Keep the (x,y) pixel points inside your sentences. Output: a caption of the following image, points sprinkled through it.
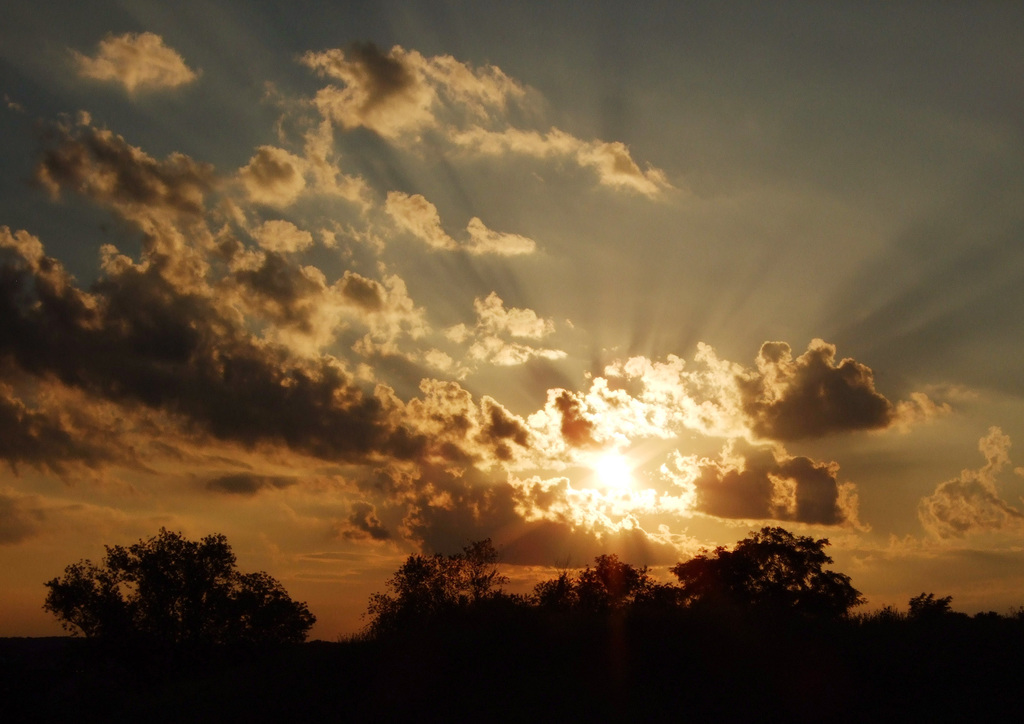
In the image we can see there are lot of trees (516,615) and there is a sunset (633,484) in the sky (549,510).
